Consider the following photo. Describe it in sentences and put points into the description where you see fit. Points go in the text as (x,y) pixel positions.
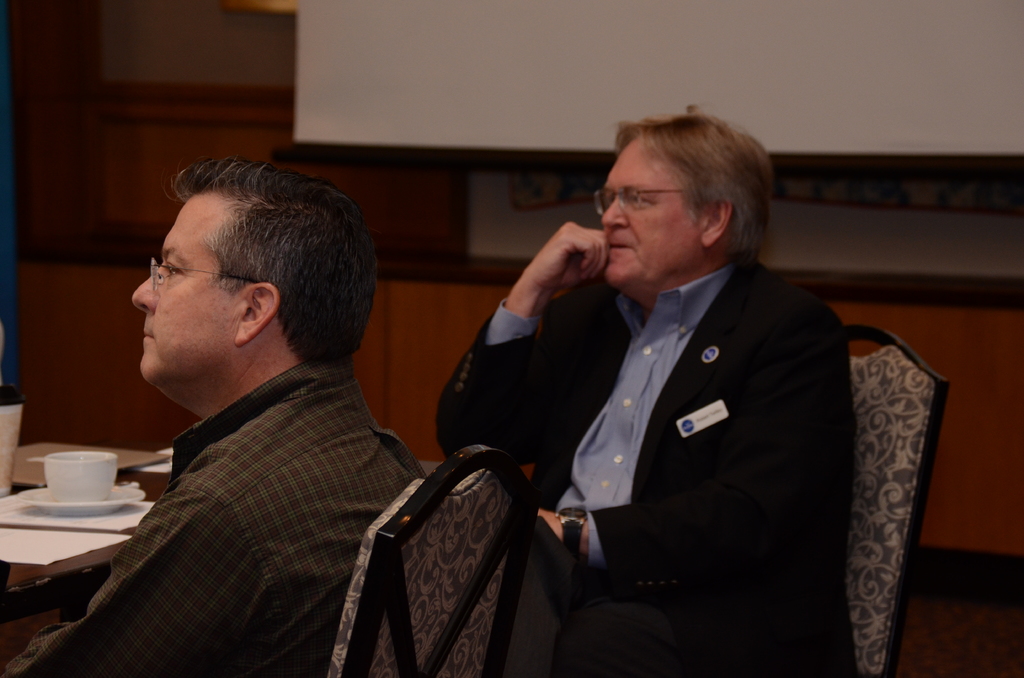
In this image I can see two men (212,462) are sitting on chairs (388,511) and I can see both of them are wearing specs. On the left side of this image (31,602) I can see a table (70,560) and on it I can see few white colour things (81,535), a white plate (92,514), a white cup (114,478) and few other stuffs (5,443). On the top of this image (976,4) I can see a projector screen (976,4).
